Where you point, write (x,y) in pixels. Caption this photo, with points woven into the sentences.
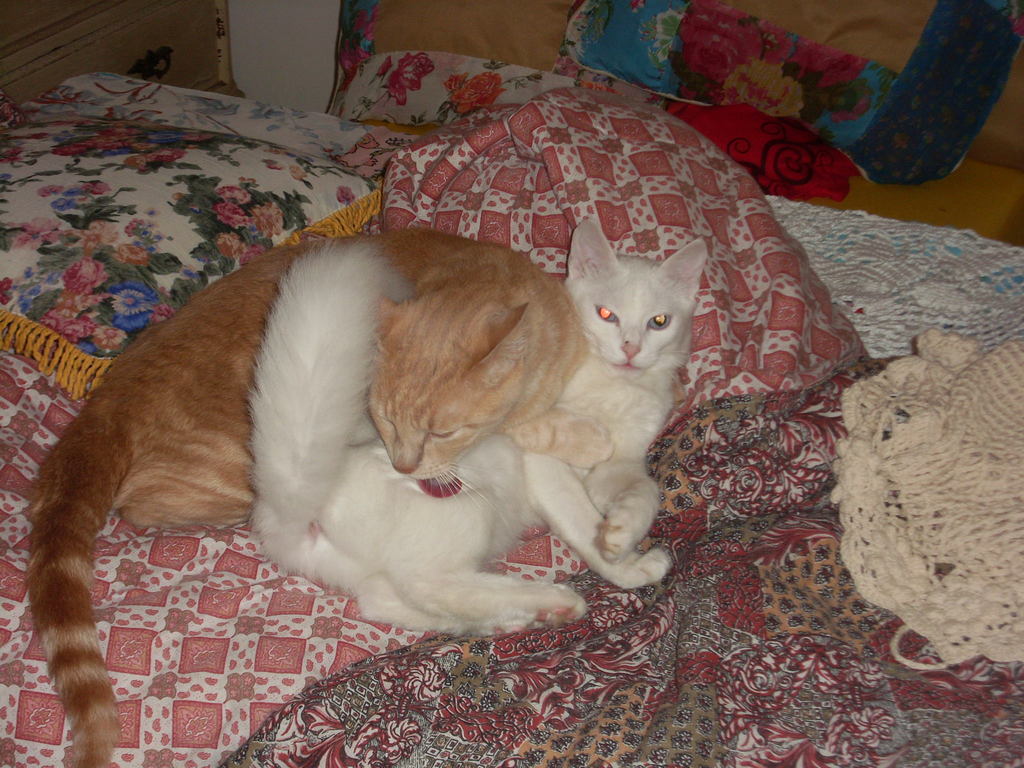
In this picture we can see two cats (51,509) sitting on the bed (585,662). We can see a brown cat (401,367) lying on the white cat (623,493). There are a few blankets (572,193) and a woolen cloth (1007,362) on the bed (989,473) on the right side (898,551). There are some clothes (391,68) and a cupboard (105,56) in the background (346,99).
